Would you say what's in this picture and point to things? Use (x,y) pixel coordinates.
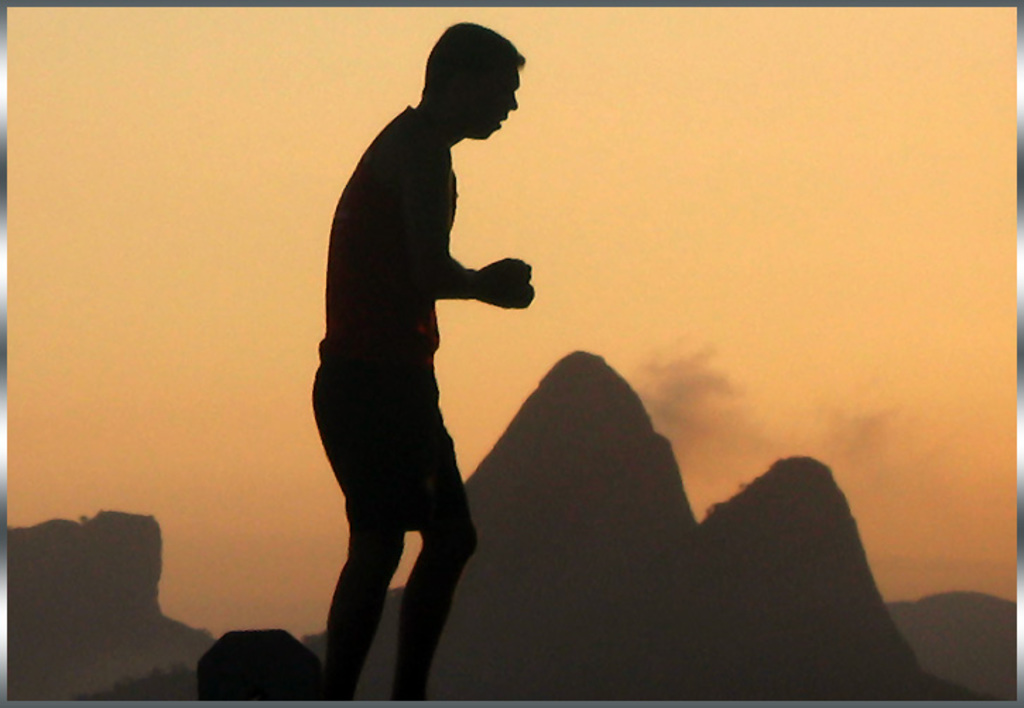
This image is dark where we can see the man (352,323) standing. In the background (402,592), we can see the hills (499,506) and the sky (583,194).
